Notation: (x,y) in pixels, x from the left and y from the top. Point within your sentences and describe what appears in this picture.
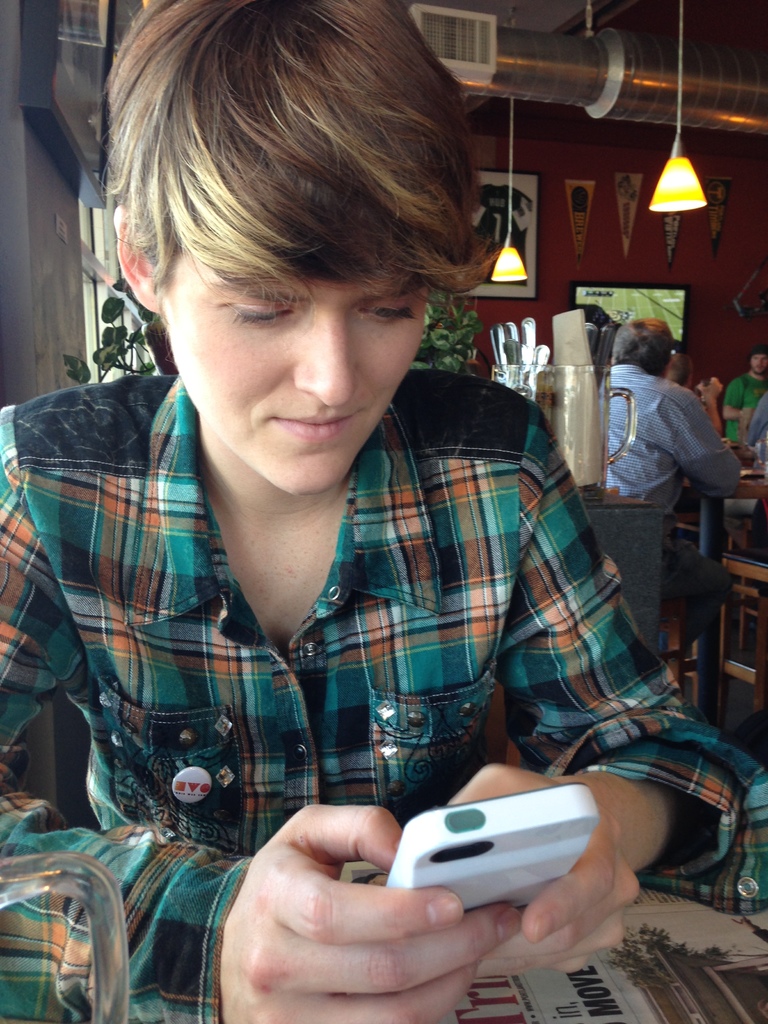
A boy (248,110) sitting at a table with a mobile (576,836) in his hands (283,924).
